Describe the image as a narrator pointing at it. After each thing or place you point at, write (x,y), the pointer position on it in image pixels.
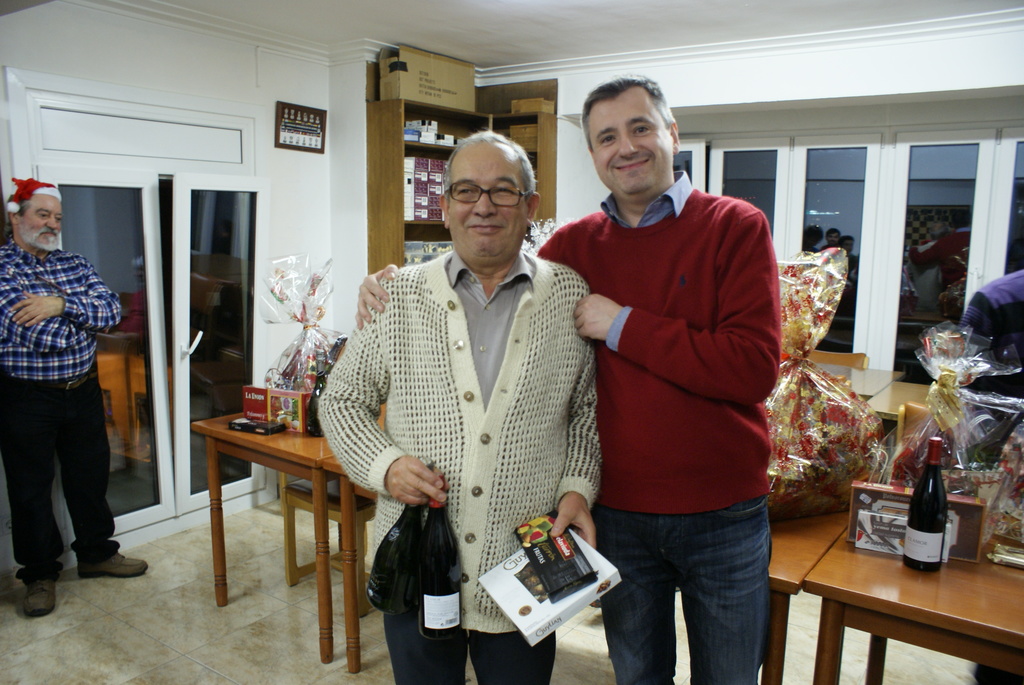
In this image I can see four persons (428,305) are standing on the floor (574,619), tables (811,590) and some objects (895,473) on it. In the background (415,102) I can see a wall (363,83), windows (854,216), cupboard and doors (251,269). This image is taken may be in a hall (630,362).
